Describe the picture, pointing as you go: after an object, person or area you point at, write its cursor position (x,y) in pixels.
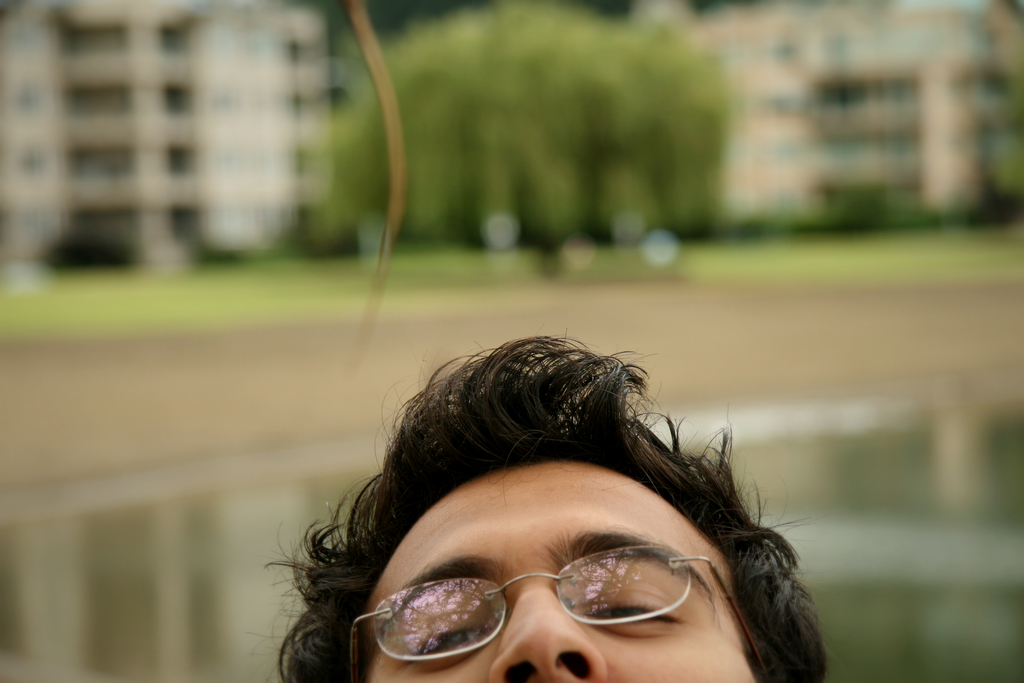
In this picture we can see a person (446,584) wore a spectacle (588,577) and in the background (190,442) we can see the ground (412,333), trees (483,190), buildings (945,164) and it is blur.
